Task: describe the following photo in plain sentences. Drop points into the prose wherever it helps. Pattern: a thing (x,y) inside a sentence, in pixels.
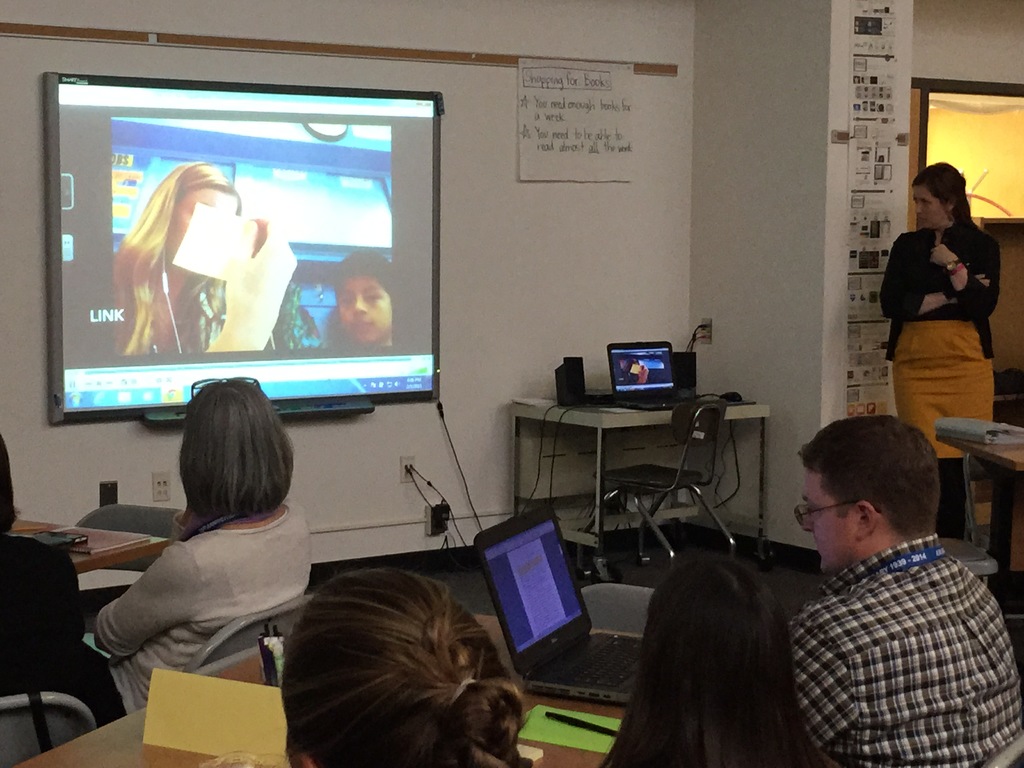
As we can see in the image there is a white color wall (504,198), sheet (602,94), screen (194,202), few people (975,710) sitting on chairs (22,706) and there is a table (589,415) over here. On table (603,411) there is a laptop (644,361).
